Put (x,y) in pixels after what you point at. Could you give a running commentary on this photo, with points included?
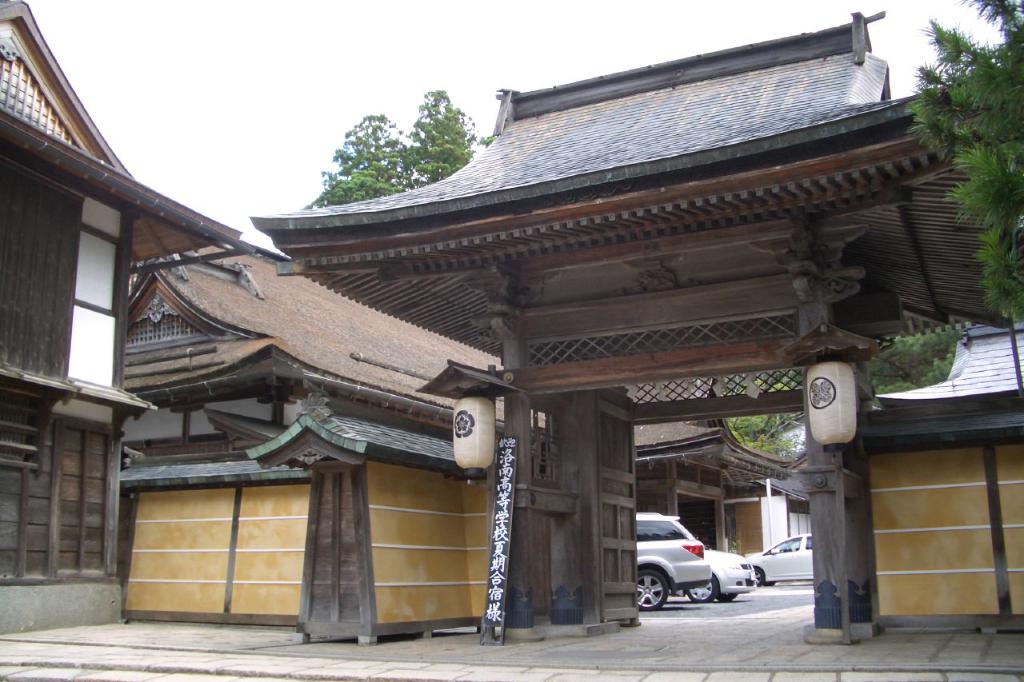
In this image we can see there is a building (845,341), beside the building (944,467) there are trees (409,168). In front of the buildings (627,478) there are some vehicles (708,562) parked. In the background (450,34) there is a sky (521,17).
